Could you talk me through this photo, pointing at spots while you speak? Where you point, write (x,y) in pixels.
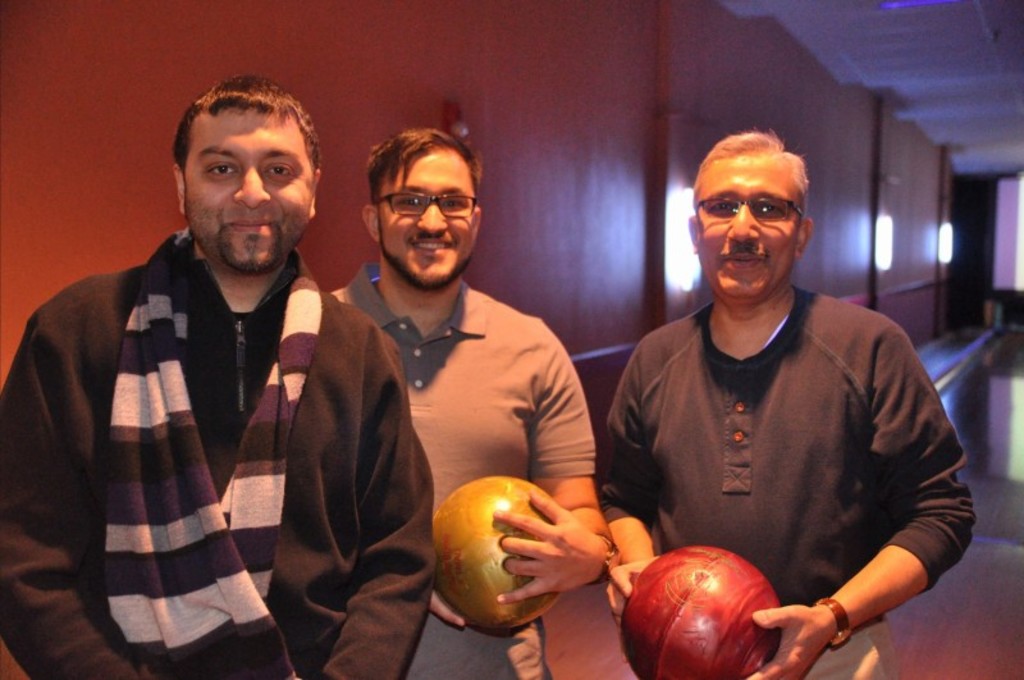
In the middle of the image (363,361) three persons (706,220) are standing and smiling and holding balls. Behind them there is a wall (113,57). Top right side of the image (878,16) there is roof (1009,159).
